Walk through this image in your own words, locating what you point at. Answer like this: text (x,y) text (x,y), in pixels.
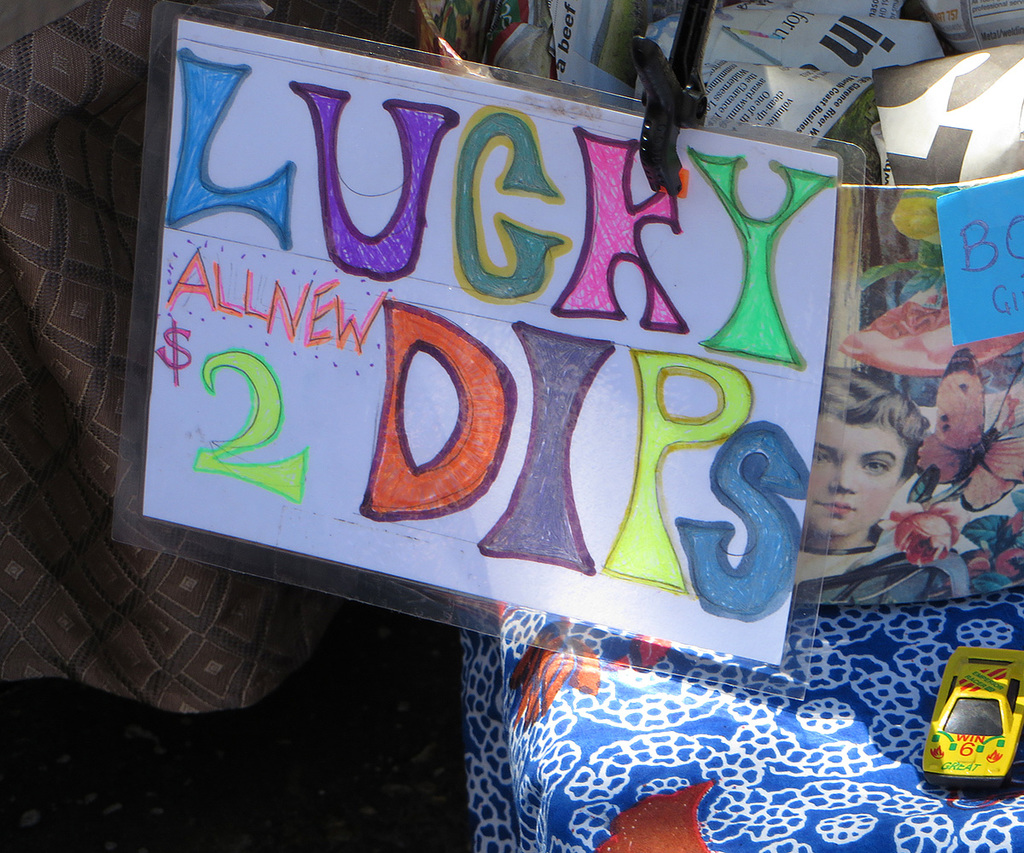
In this image we can see a paper board (418,344) on which some hand written text (680,226) is written and it is hanged to the wire (682,104) using a clip (664,161). In the background (88,114), we can see some cloth (88,114), papers (723,118) kept in the bucket (918,475) or container (901,485) and yellow color car (946,726) placed on the table (792,756) which is covered with blue color cloth (743,797).
